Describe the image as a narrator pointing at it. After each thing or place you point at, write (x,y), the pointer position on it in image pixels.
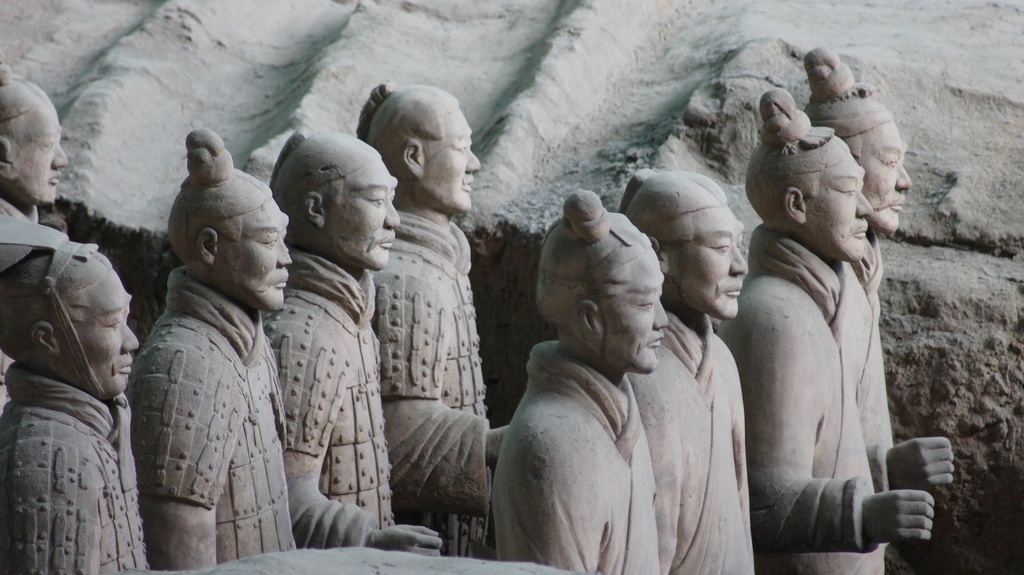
In this image I can see sculptures (719,271) of few people (562,293).
